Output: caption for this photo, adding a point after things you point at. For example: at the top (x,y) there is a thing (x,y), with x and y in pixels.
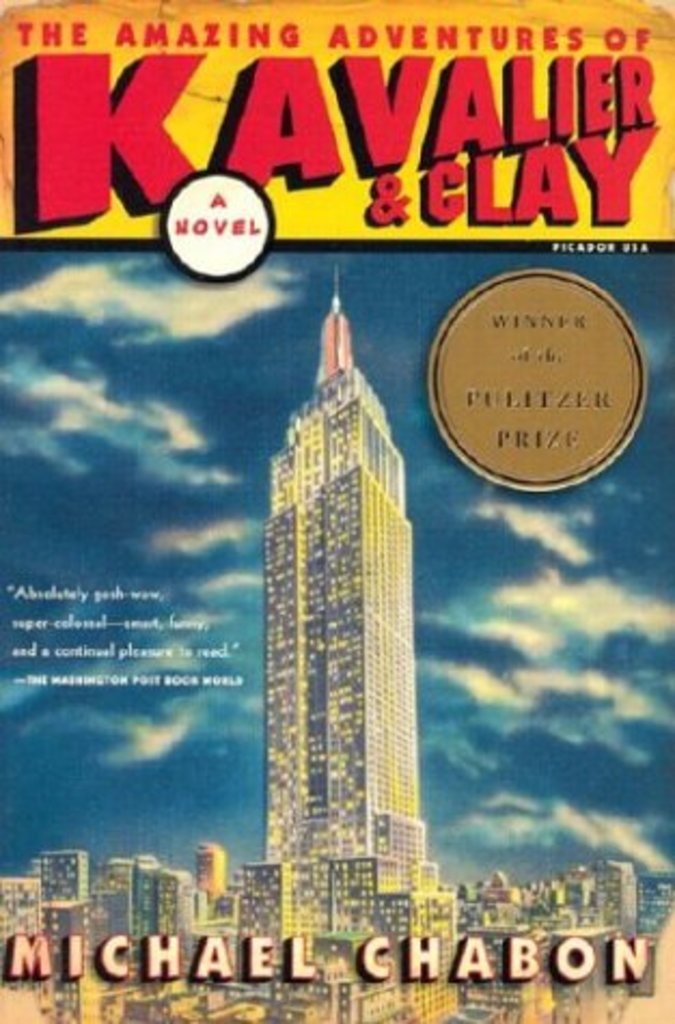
In this picture I can see a poster (614,135), there are words (40,195) and there is an image (399,582) of buildings (302,530) and the sky (40,560) on the poster (512,176).
